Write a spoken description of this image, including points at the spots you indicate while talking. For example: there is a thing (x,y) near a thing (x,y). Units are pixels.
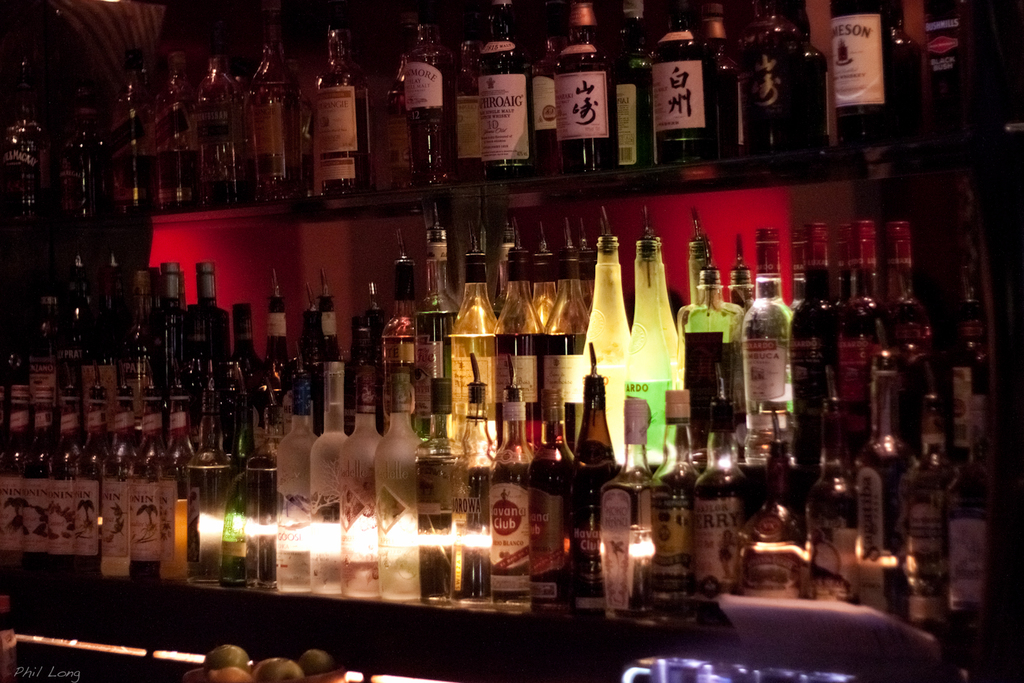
Bottles (353,128) are placed in shelves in a row.
